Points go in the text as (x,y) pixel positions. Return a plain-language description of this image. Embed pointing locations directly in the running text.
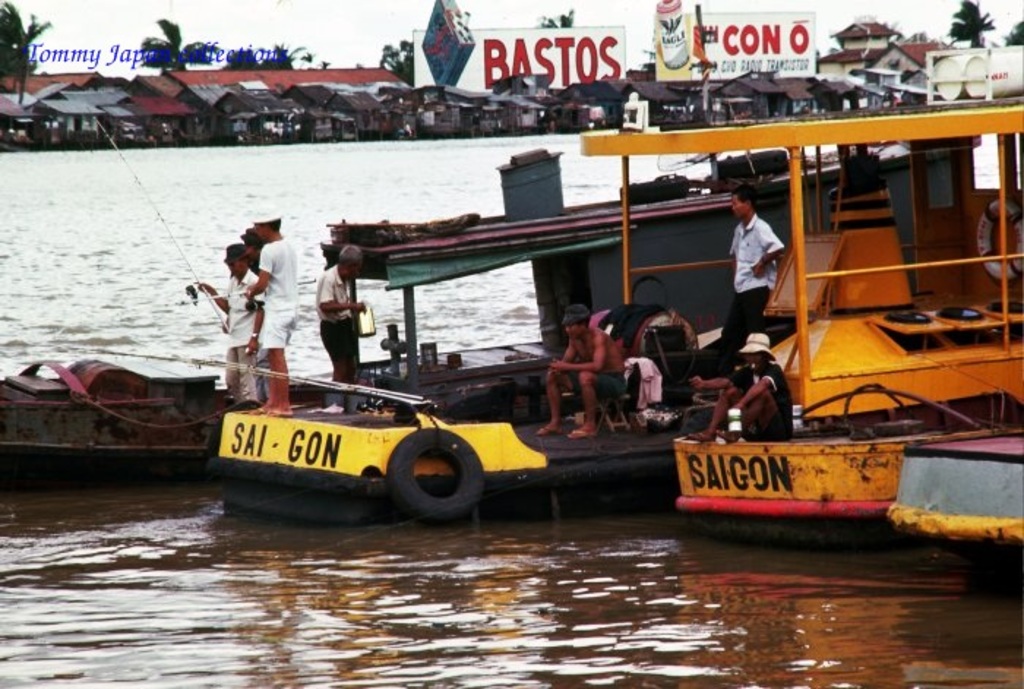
In this picture we can see boats (276,446) here, there are some people (734,322) in these boats (606,296), at the bottom (486,591) there is water (473,640), we can see a Tyre (466,481) here, in the background (719,86) there are some houses (660,83), we can see a hoarding (606,57) here, there are trees (181,49) here, there is some text (144,57) here.
